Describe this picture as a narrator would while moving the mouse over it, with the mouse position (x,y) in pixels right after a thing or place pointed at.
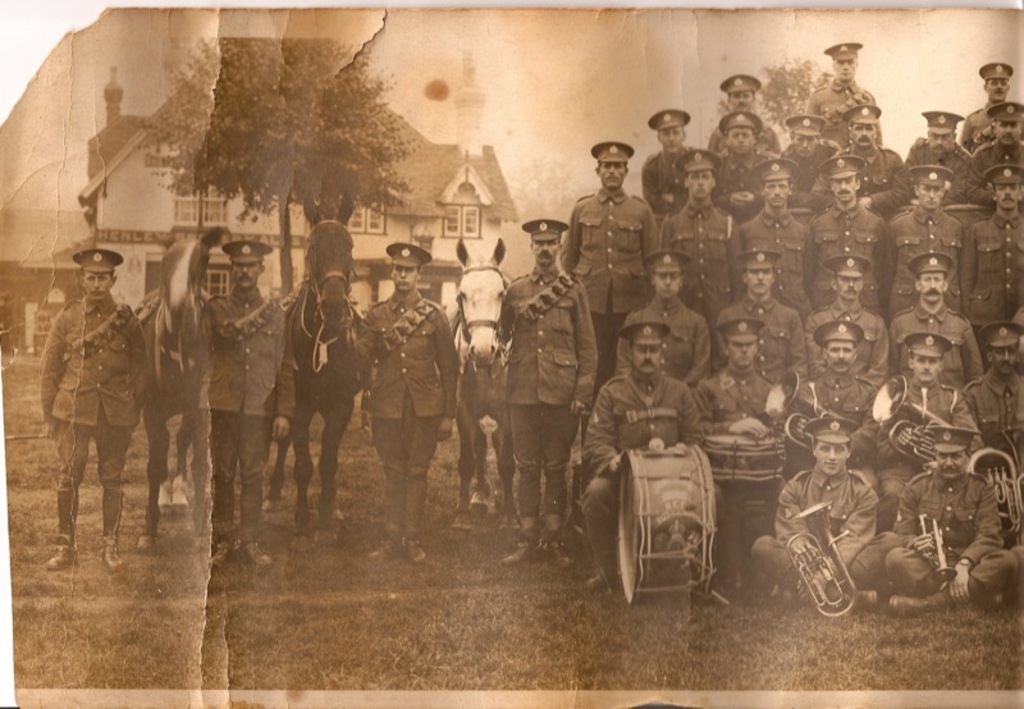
In this image I can see the old photograph in which I can see number of persons (433,402) wearing uniforms (957,152) are standing and few of them are sitting and holding musical instruments (764,480) in their hands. I can see three horses (306,370) standing on the ground (311,577). In the background (218,253) I can see few buildings (211,218), few trees (367,172) and the sky (883,70).
